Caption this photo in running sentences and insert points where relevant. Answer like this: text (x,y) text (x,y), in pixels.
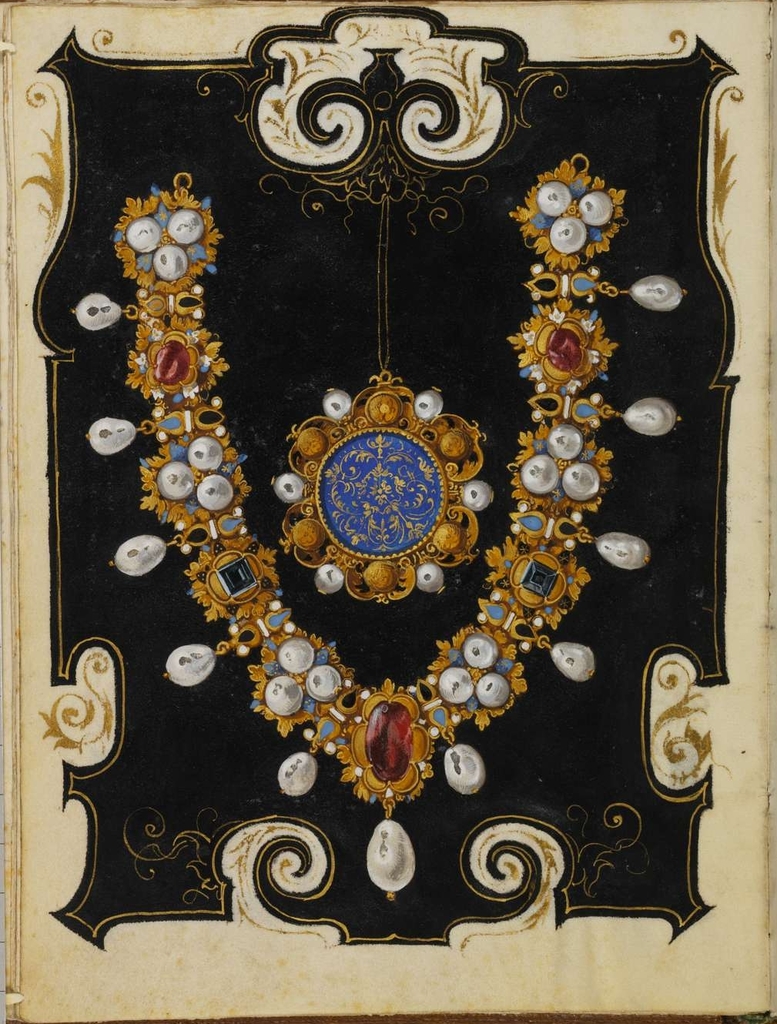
This is a painting. In this image there is a painting of an ornaments (530,532) and there are jewels (453,760) in white, in red and in green colors.
